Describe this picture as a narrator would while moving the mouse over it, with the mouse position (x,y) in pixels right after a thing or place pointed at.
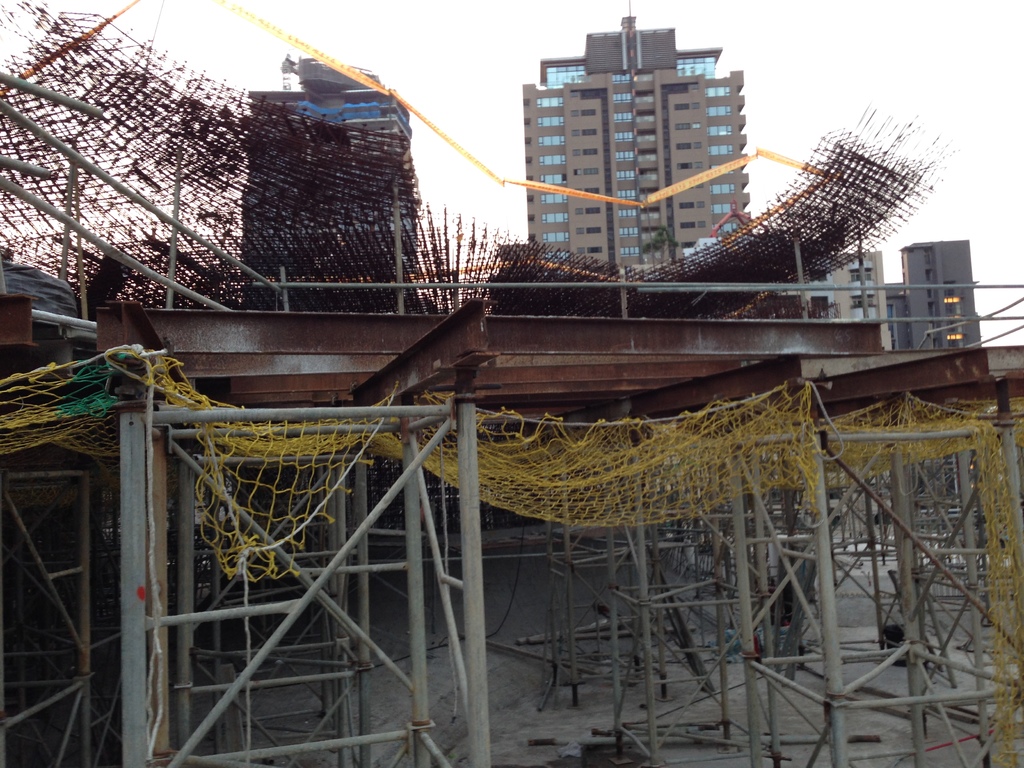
In the center of the image (616,257) there are buildings (578,246). At the bottom (477,766) we can see construction material (402,492) and stands (955,572). There is a net (512,473). In the background (840,108) there is sky (350,52).
